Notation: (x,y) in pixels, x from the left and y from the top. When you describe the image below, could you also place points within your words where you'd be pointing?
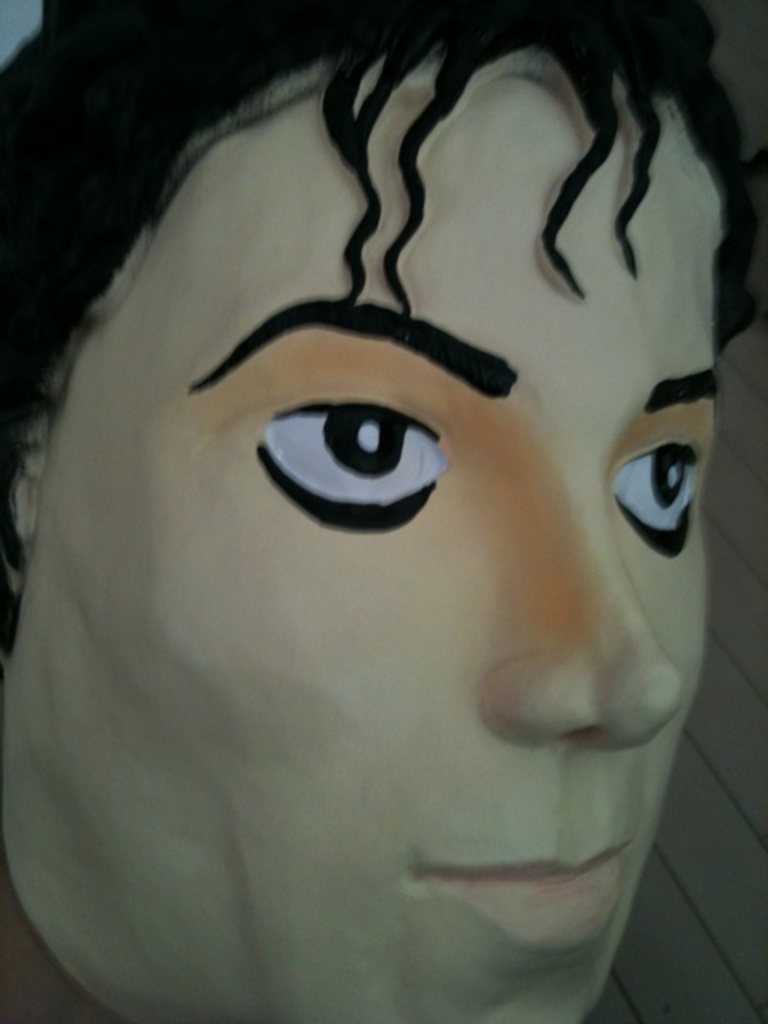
This is a depiction of a human face (392,801).
